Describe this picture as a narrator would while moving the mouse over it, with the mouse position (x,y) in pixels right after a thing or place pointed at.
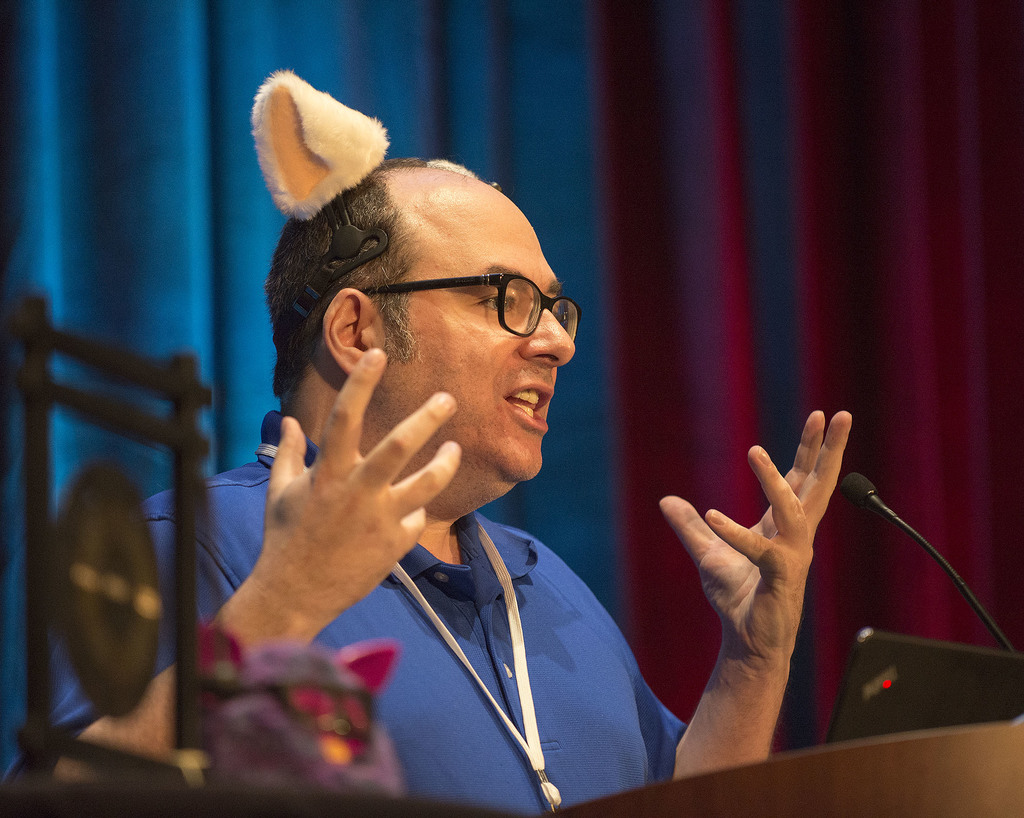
In this image there is a person (431,355) speaking on the mic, behind the person (383,384) there are curtains (584,167).
